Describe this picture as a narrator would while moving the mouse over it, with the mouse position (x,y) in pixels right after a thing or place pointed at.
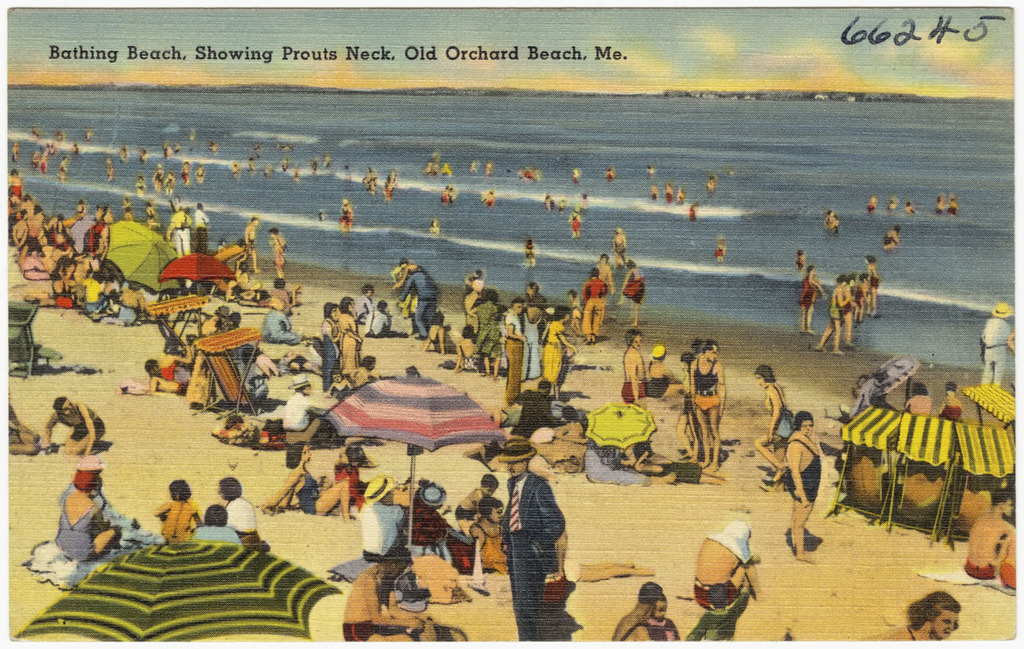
This is the picture of a beach (628,529) in which there are some people (465,366) and also we can see some people (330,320) laying and some other people (120,289) sitting under the umbrellas (414,384) and tents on the sand floor (452,382).
